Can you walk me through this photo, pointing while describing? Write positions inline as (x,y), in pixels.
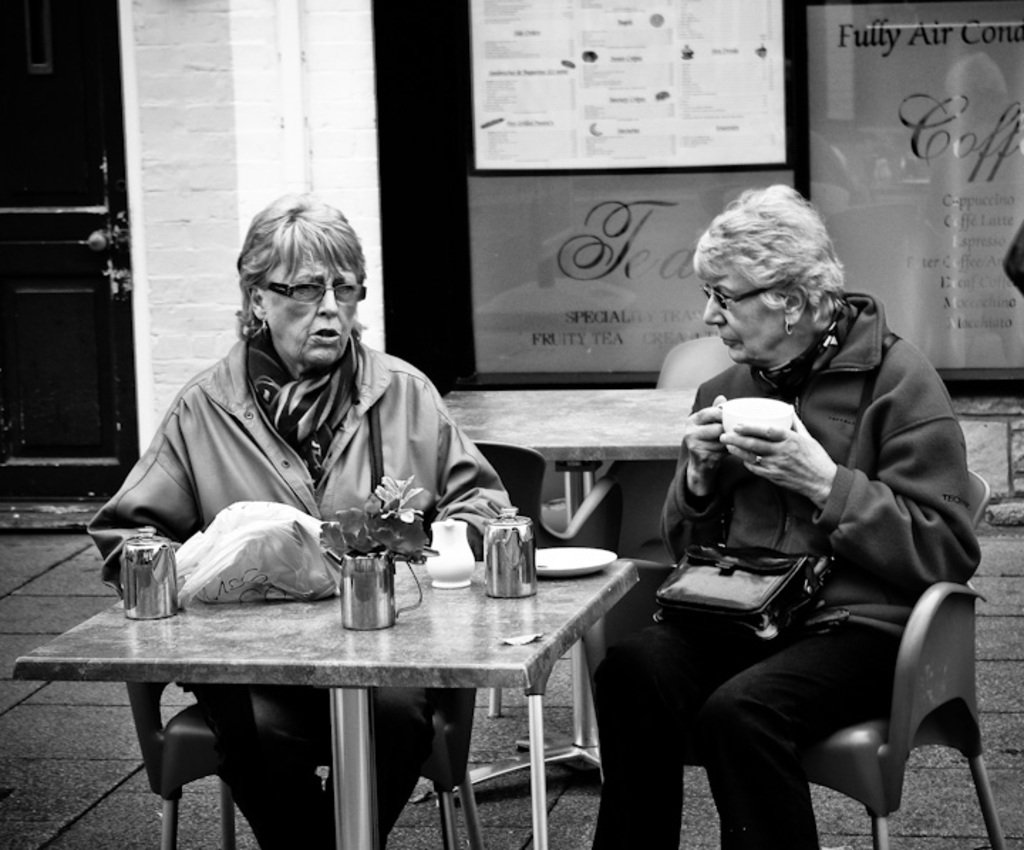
In this image i can see there are the two women (697,495) sitting on the chair (860,761) and on the right side (828,493) woman (819,424) holding a cup (732,427) and left side (245,372) woman (259,382) her mouth (336,337) was open and she wearing a spectacles (283,285) and in front her there is a table (183,613) and there is a plant (391,527) on the cup (370,609) there is a saucer (583,571) and back side on the left (21,182) there is a door (19,150). on the middle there is a hoarding board (684,86).
